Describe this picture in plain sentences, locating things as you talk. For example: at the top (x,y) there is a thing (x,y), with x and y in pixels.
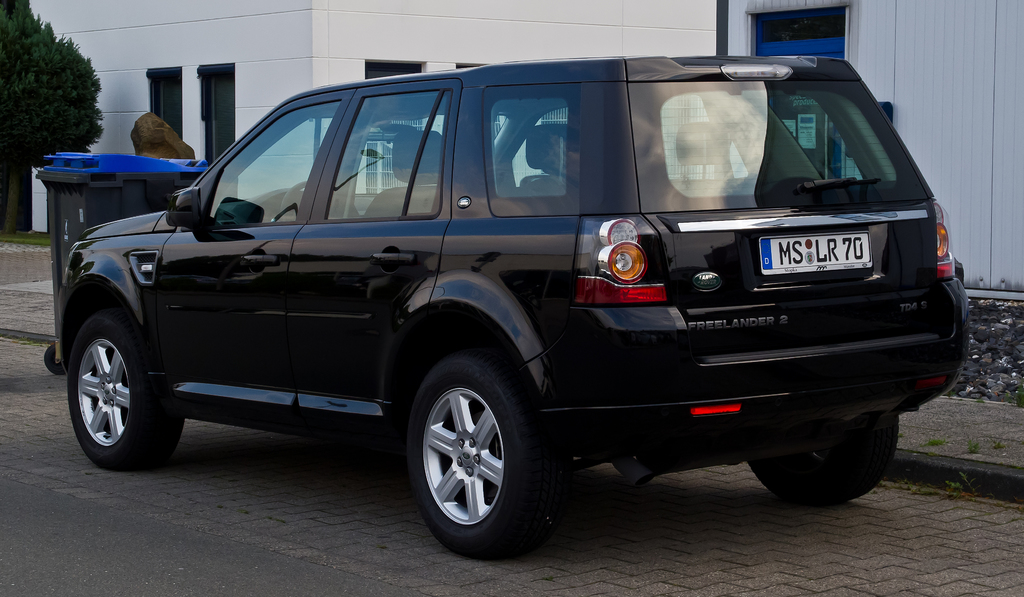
In this picture I can see a black color vehicle (503,284). In the background (383,51) I can see building (383,51), a tree (50,91), a pole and garbage bin (126,212).
